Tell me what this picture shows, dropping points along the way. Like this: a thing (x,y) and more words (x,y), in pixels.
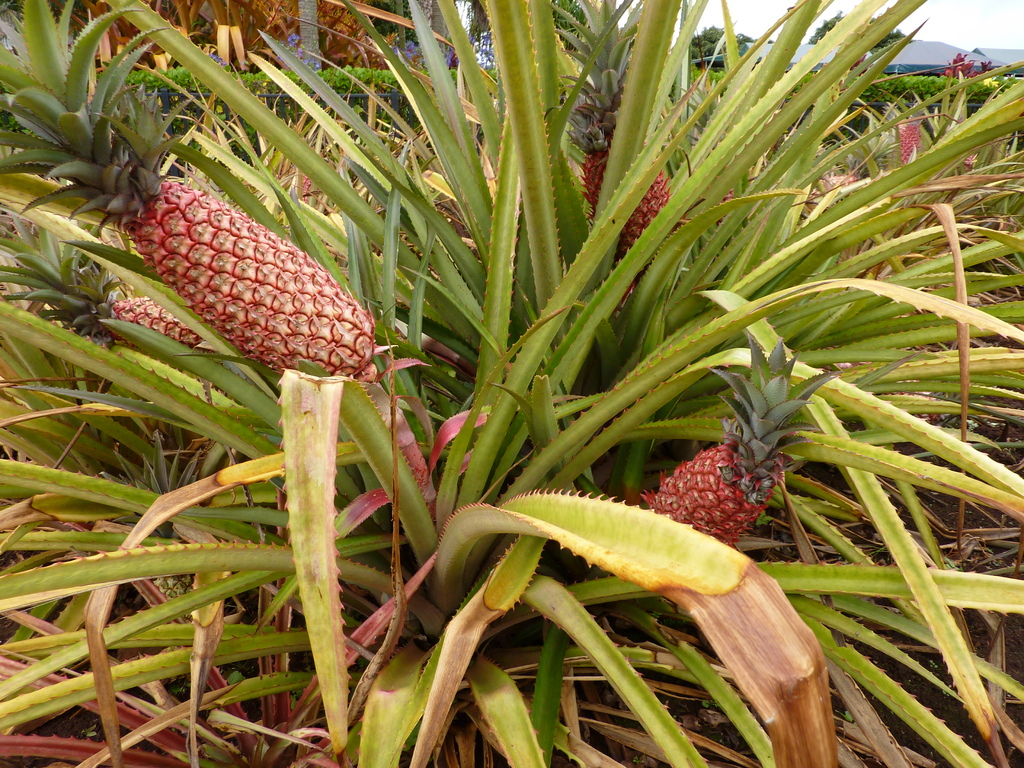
In the image we can see pineapple plants (413,272). Here we can see trees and a sky (968,44).
